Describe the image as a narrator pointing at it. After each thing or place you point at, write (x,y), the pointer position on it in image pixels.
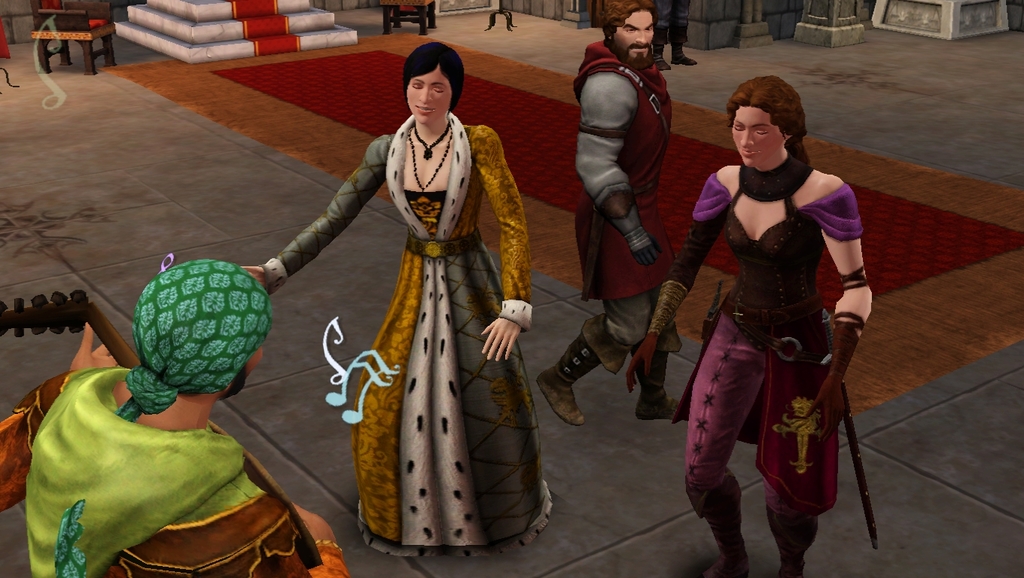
This is an animation picture. In this image there are group of people (722,446). In the middle of the image (468,299) there are two persons (484,335) standing and the person (612,126) with red jacket (655,228) is standing, at the back (656,52) there is a person (680,33) standing. On the left side of the image (174,376) there is a person (155,461) playing musical instrument (35,328). At the back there are chairs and there is a staircase (217,4). At the bottom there is a mat (307,77).
